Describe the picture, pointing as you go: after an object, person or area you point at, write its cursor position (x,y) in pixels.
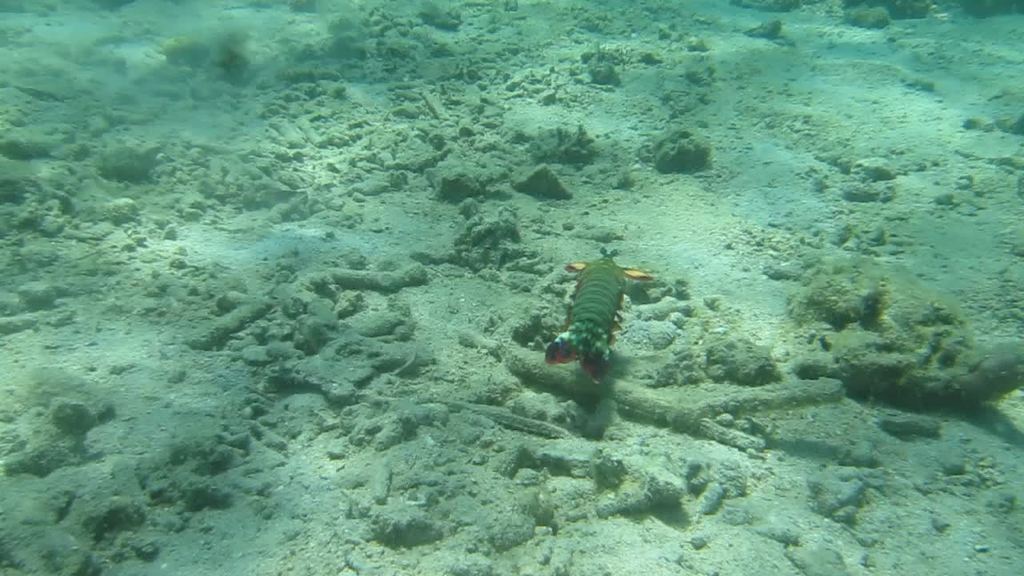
In the center of the image (604,341) we can see a mantis shrimp (609,326) in the water (696,197).
